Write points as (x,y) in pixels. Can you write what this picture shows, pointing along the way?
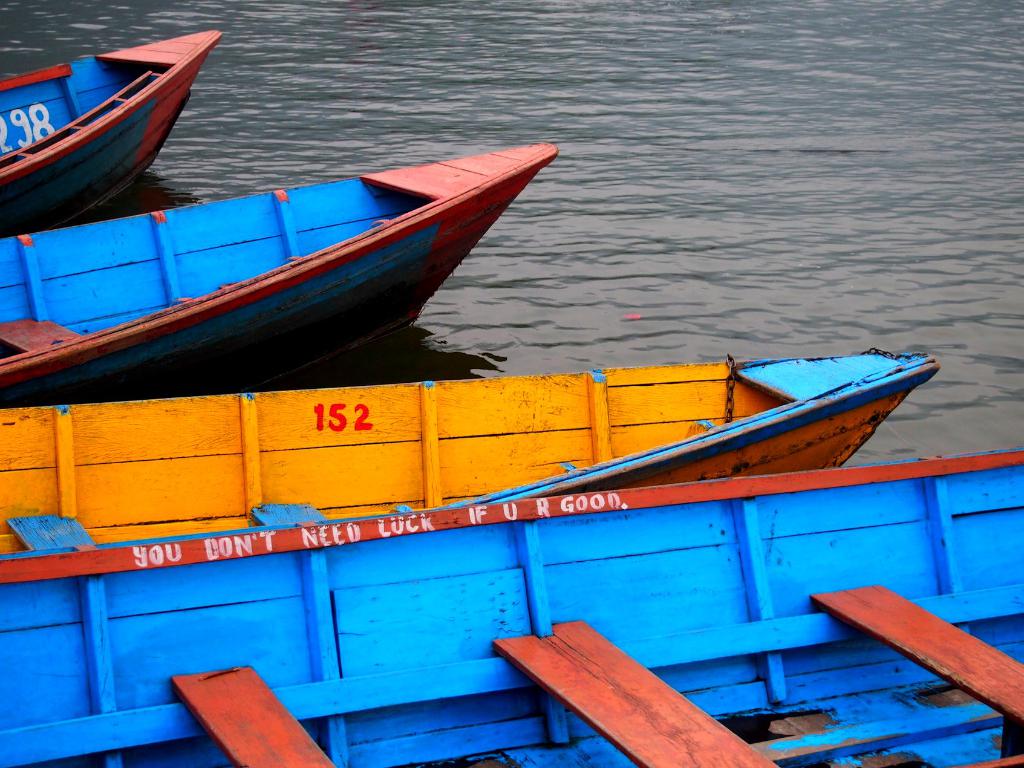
In this picture we can see four boats (115,82) and these boats (135,102) are on the water (718,246).
